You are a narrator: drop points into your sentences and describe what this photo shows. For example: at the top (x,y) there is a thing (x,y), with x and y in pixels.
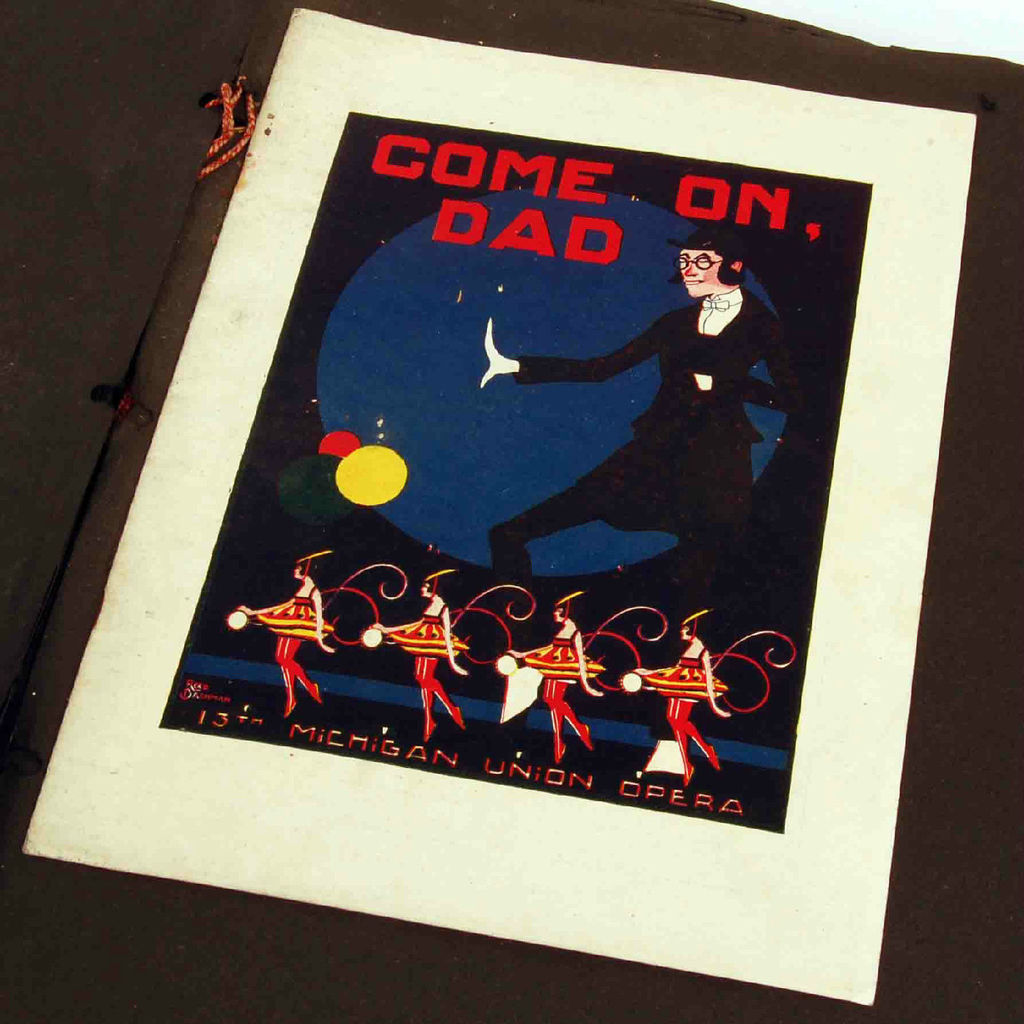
This is a poster (957,162) with a text (403,138) on it as "come on dad" and we can see some cartoons (763,342) dancing on the poster (487,369).
